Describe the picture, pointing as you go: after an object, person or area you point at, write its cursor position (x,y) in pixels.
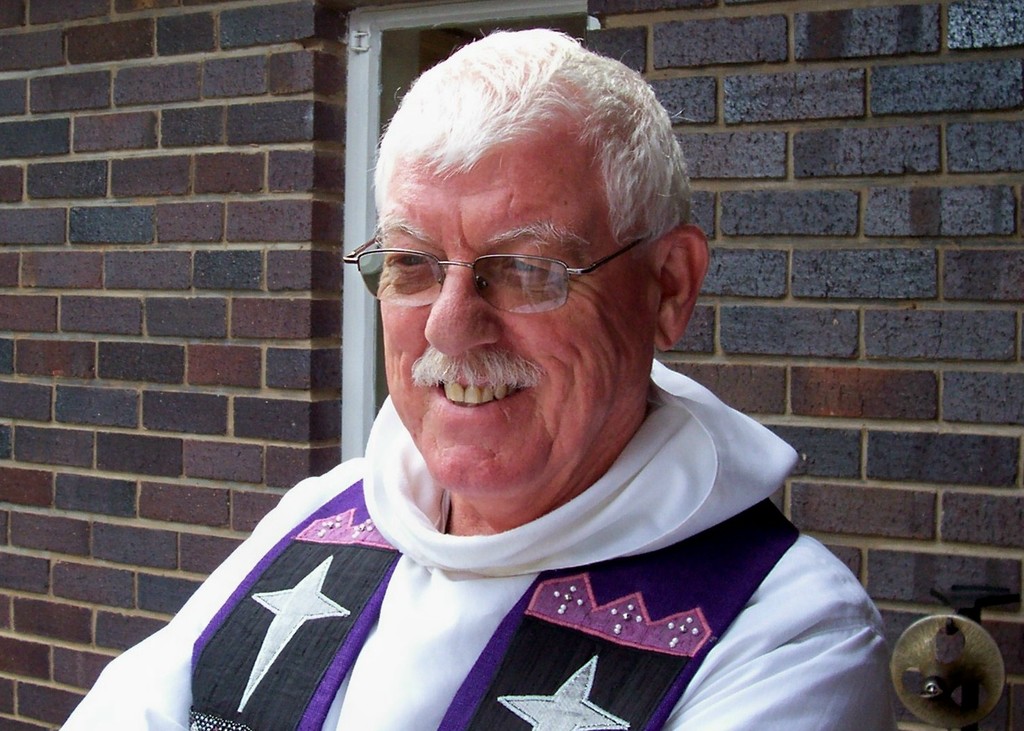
In the middle of the image (384,456) there is a man (616,671) with white dress (489,621) is standing and there is a black, white and violet color cloth (299,605) on his shoulders (278,530). Behind him there is a brick wall (114,459) and also there is a white color door (375,40). To the right bottom corner of the image (941,635) there is an object (962,678).
